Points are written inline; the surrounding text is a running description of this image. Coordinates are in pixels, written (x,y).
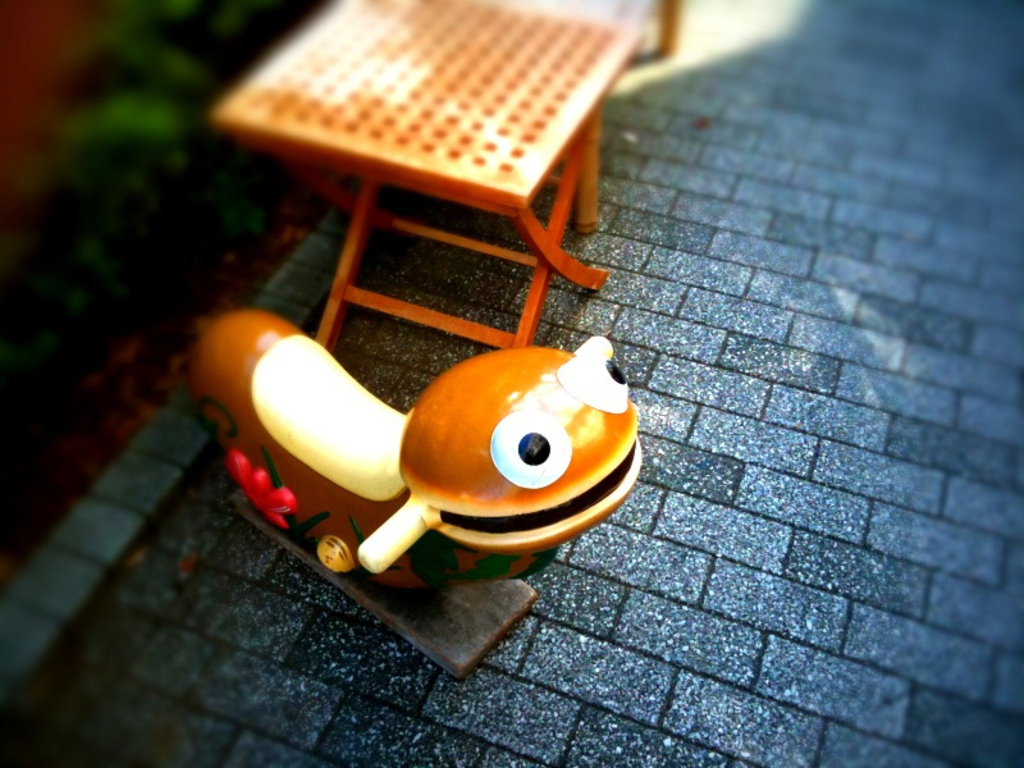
Here we can see that a toy (356,415) on the floor (588,255), and at side here is the table (506,151), and at back (166,108) here are the trees (104,253).
